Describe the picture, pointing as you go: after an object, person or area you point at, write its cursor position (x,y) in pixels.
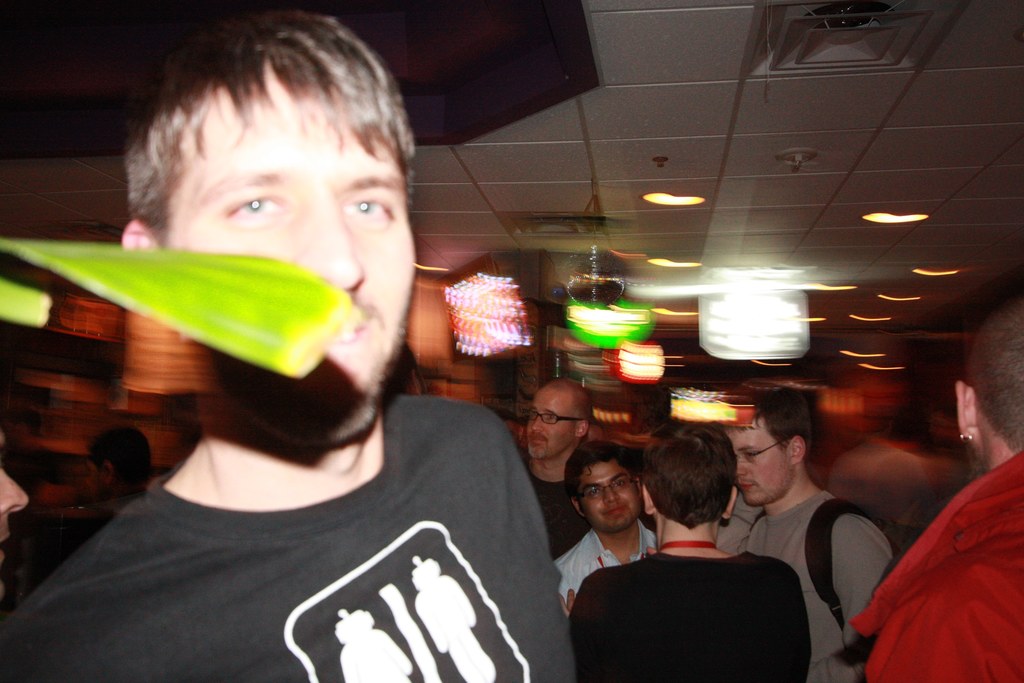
On the left side (278,528), there is a person (344,454) in black color T-shirt (309,521), smiling. Beside him, there is a green color leaf (266,312). In the background (696,596), there are persons (978,480) in different color dresses (792,601), there are lights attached to the roof (819,183) and there are other objects (468,290).
